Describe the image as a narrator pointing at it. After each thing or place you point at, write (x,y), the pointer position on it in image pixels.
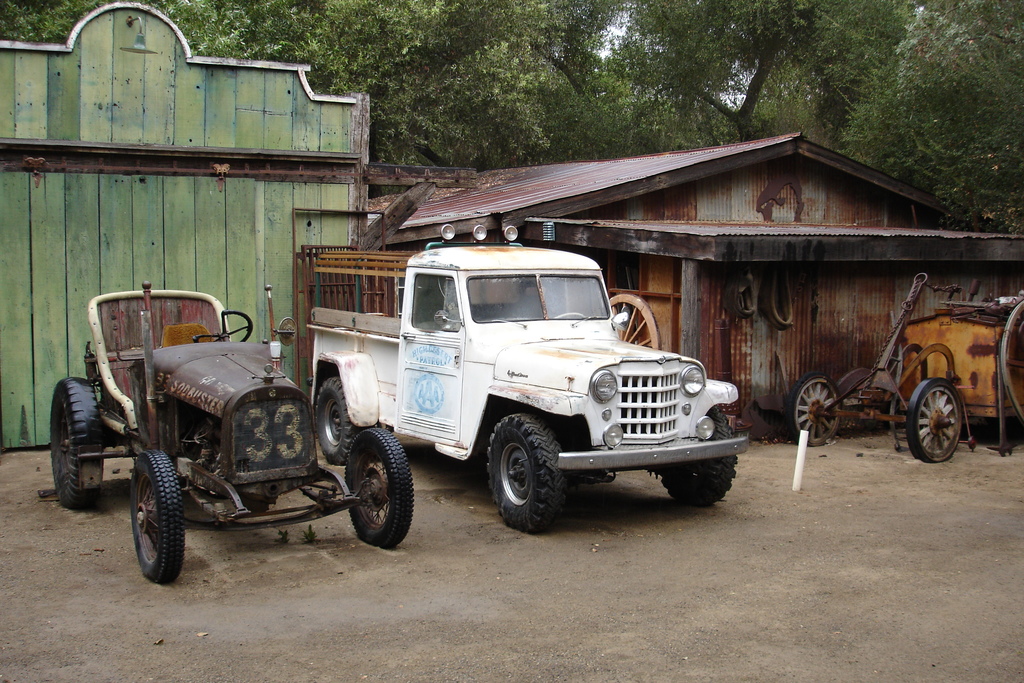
In the center of the image (497,431) we can see three vehicles (920,371). In the background (879,242), we can see the sky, trees (904,170), one shed (471,206), wooden wall (212,237) and a few other objects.
